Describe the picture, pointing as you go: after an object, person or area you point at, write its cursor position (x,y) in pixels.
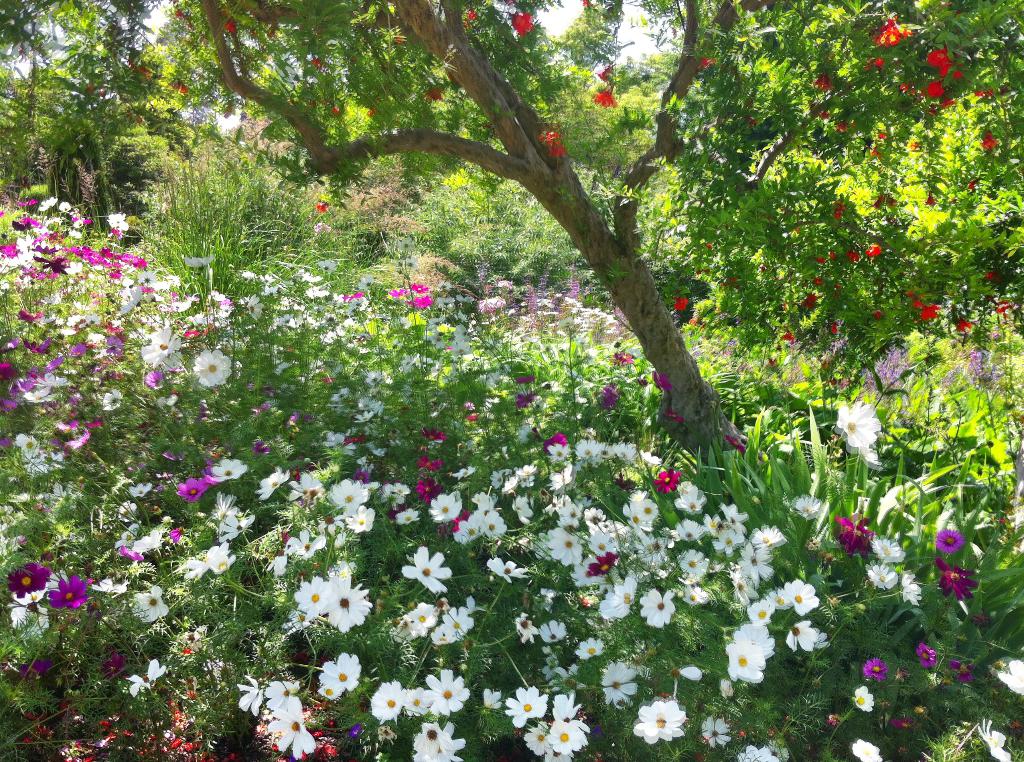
We can see flowers (721,547), plants (992,678) and trees (318,183) and sky (650,29).
